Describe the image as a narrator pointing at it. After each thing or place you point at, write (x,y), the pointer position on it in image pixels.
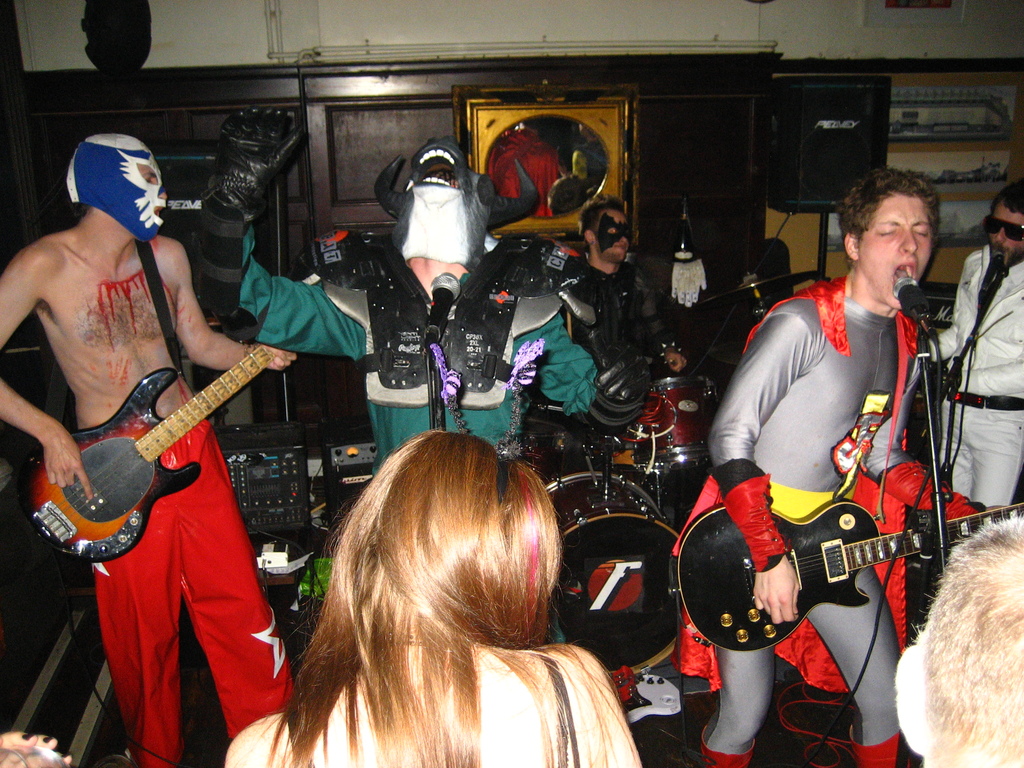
In this picture there are group of persons (328,345) playing musical instruments (121,510). There is a man (737,385) in grey dress (861,322), holding a guitar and singing on a mike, besides him there is another person (965,418) in white dress (1012,430) and he is singing on a mike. In the middle (499,500) there is a woman (496,520), before her there is a man (485,383) in mask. Towards the left (131,686) there is a man (112,566) with red trousers (257,609) and a mask (157,200) and he is playing a guitar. In the background (499,63) there is a cupboard (499,63).
